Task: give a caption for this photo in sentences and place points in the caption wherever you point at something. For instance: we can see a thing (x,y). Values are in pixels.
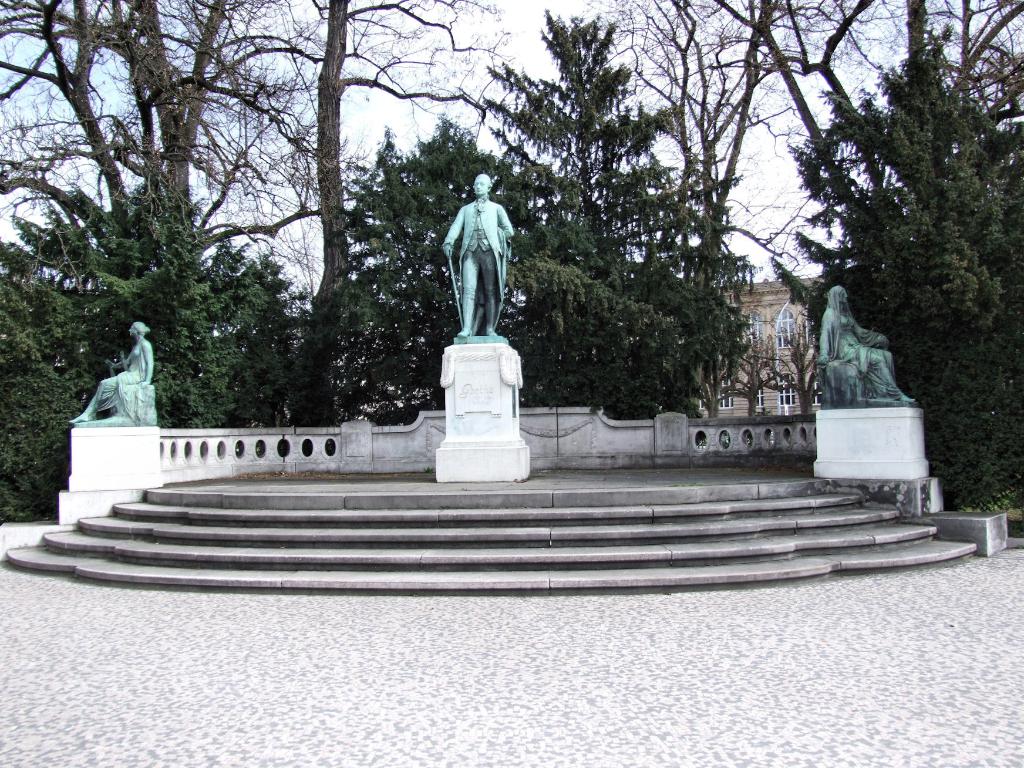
In this image I can see stairs (477,548) and three sculptures (136,398) in the front (126,353). In the background (59,337) I can see number of trees (936,314), a building (761,281) and the sky (658,82).
